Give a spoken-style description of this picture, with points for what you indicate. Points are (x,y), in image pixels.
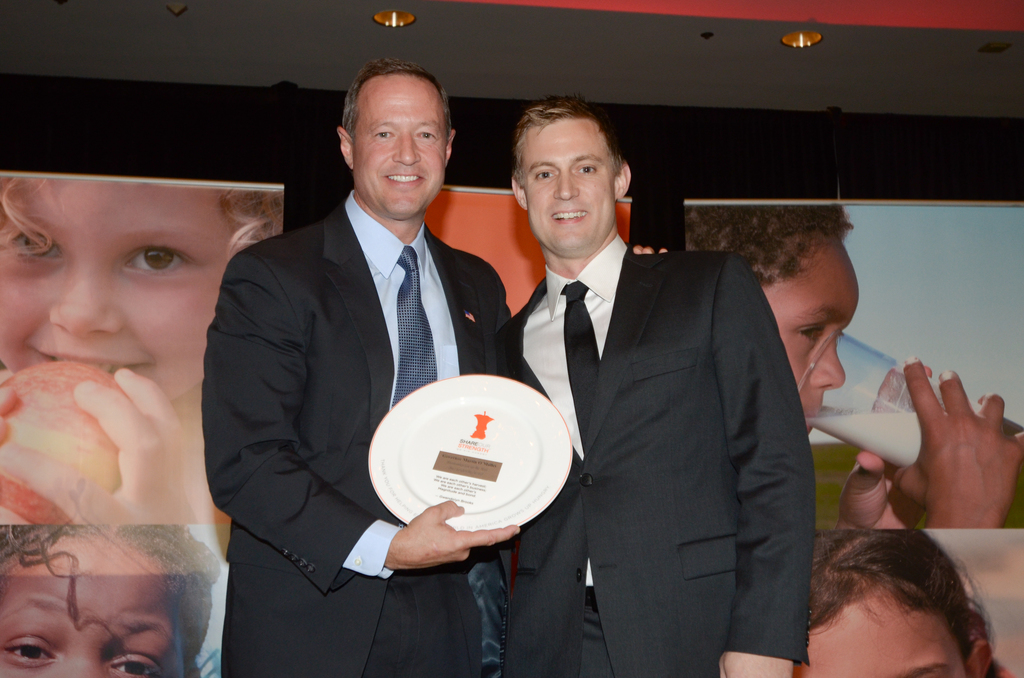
In the center of the image (359,415) we can see two persons (568,485) standing. In the background (298,99) there are posters (9,335), wall (452,120) and lights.
